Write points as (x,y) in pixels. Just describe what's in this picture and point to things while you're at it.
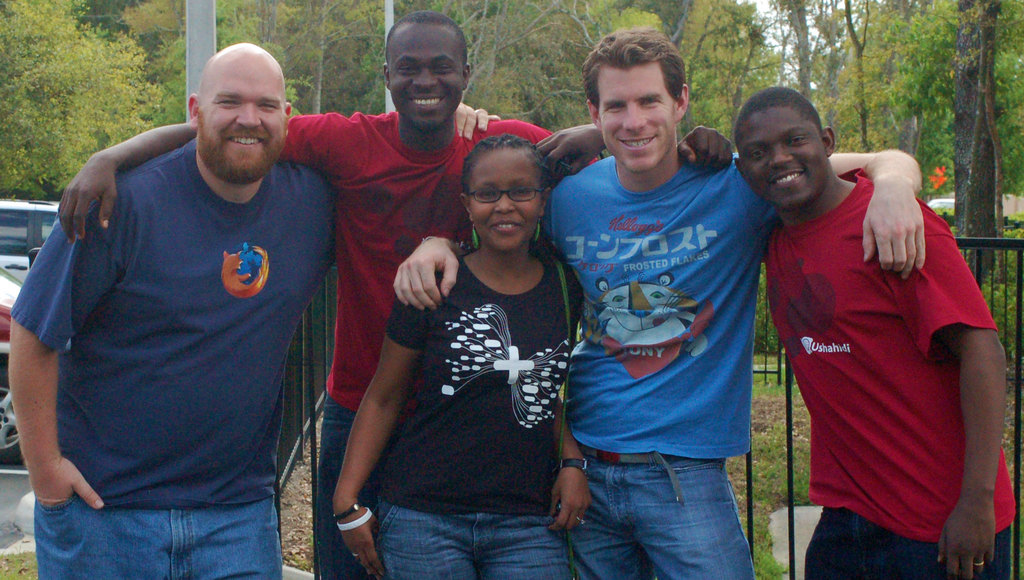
In the foreground (288,157), I can see five persons (524,342) are standing on grass (757,495). In the background (985,291), I can see a fence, vehicles (39,206) on the road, trees (290,94), poles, grass (777,388) and the sky (778,43). This image taken, maybe during a day.
